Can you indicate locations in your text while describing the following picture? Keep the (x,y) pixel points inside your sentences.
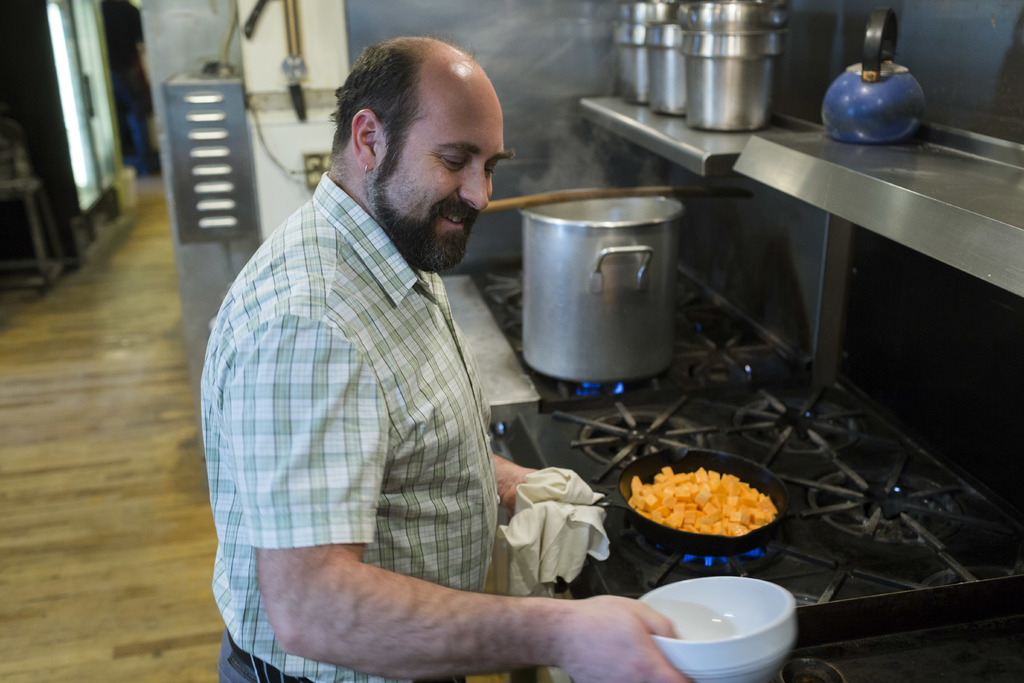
In this picture a man (326,485) standing and holding a bowl (664,604) with one hand (638,610) and a pan (619,498) on the stove (626,525) with the help of a napkin (561,507) in his another hand (502,460) and I can see a vessel (580,334) on the stove (589,415) and few vessels (763,104) and a kettle (906,115) on the shelf (877,161), looks like a inner view of a kitchen (76,658).
